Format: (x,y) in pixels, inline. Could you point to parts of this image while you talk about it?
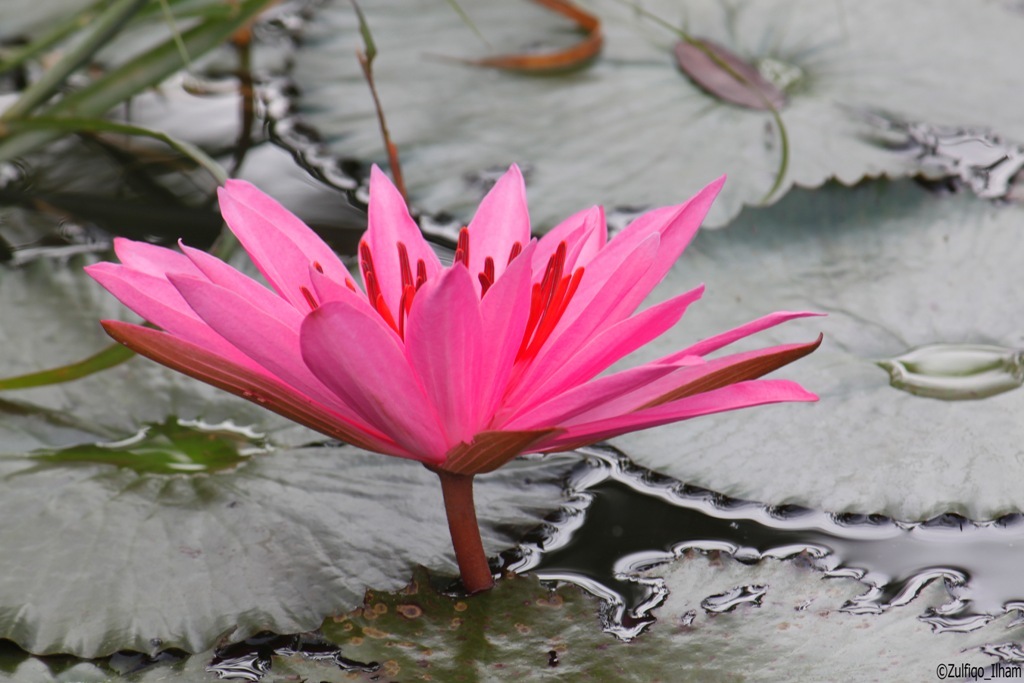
In the image there is a flower (382,400) and under the flower (464,514) there is a water surface (593,512), there are large leaves (551,195) around the flower (557,396).
